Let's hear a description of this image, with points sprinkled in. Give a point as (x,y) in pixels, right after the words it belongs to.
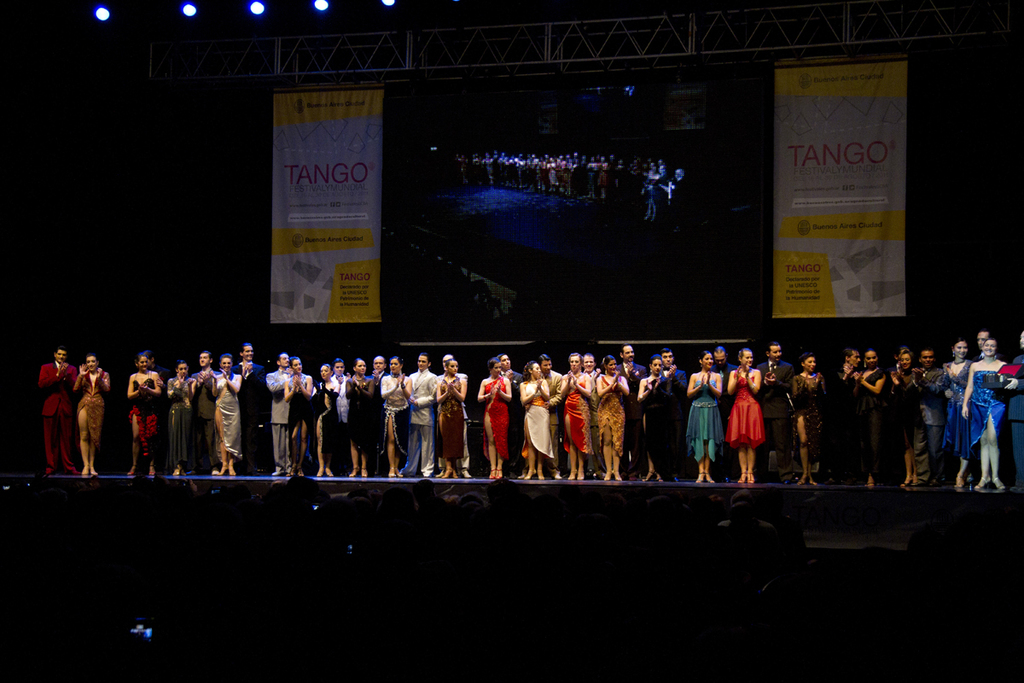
This picture is clicked in the auditorium (309,360). In the middle of the picture (462,414), we see people (462,414) standing on the stage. Behind them, we see a projector screen (551,224). On either side of the screen (503,326), we see a white banner (810,204) with some text (828,174) written on it. At the bottom of the picture (345,542), it is black in color. In the background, it is black in color.
